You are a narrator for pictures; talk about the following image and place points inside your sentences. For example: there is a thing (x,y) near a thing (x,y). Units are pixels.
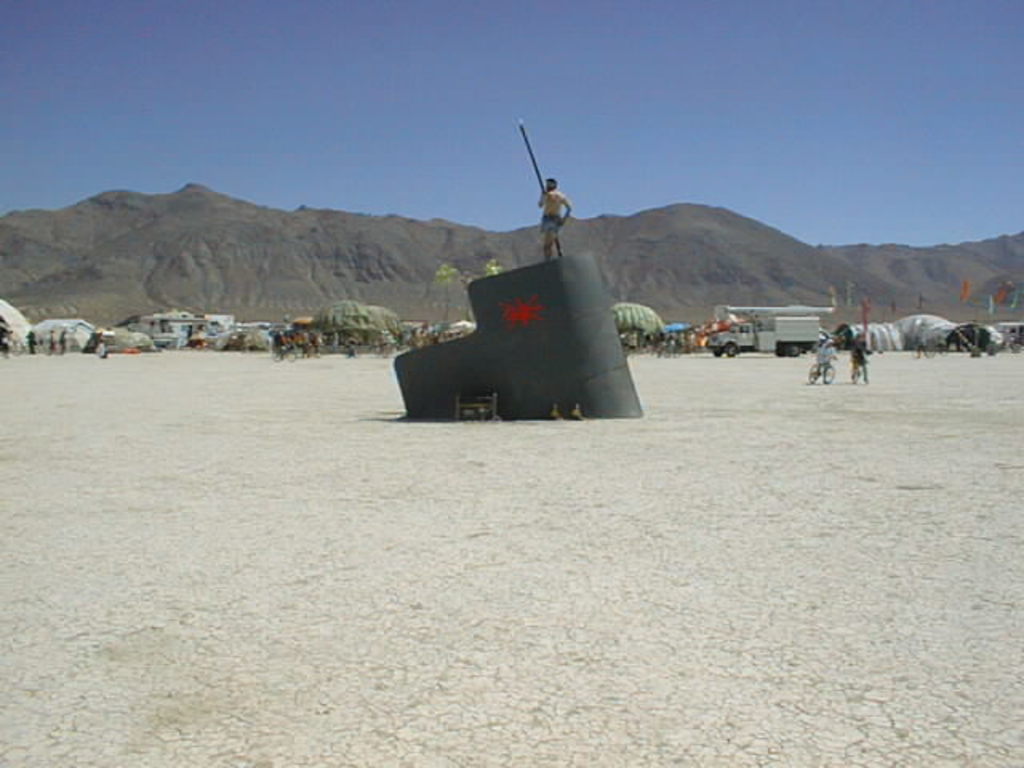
In this image, there are a few people (352,342). We can see the ground (323,361) with some objects (581,364). We can also see some houses (889,337), flags (963,289) and bicycles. We can also see some hills (59,251) and the sky (317,144). We can also see a vehicle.
